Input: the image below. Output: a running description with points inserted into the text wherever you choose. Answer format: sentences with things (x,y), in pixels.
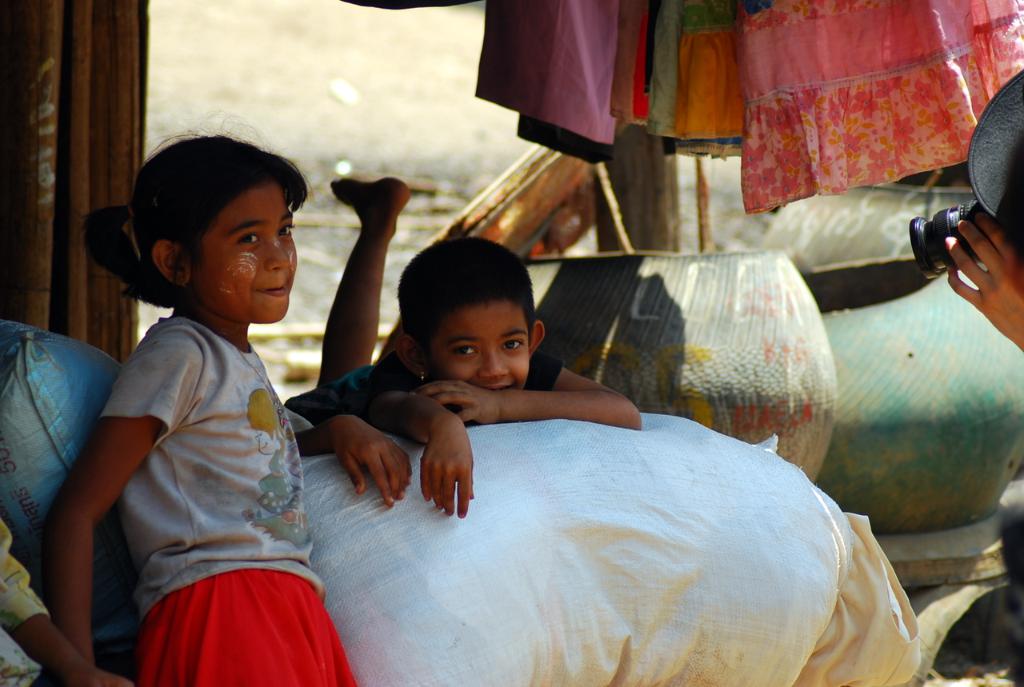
This picture describes about few people (445,329), a kid (500,378) is lying behind the sack (569,549), and another person (1007,319) is capturing with the help of camera (931,228), in the background (578,290) we can see clothes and pots (845,305).
